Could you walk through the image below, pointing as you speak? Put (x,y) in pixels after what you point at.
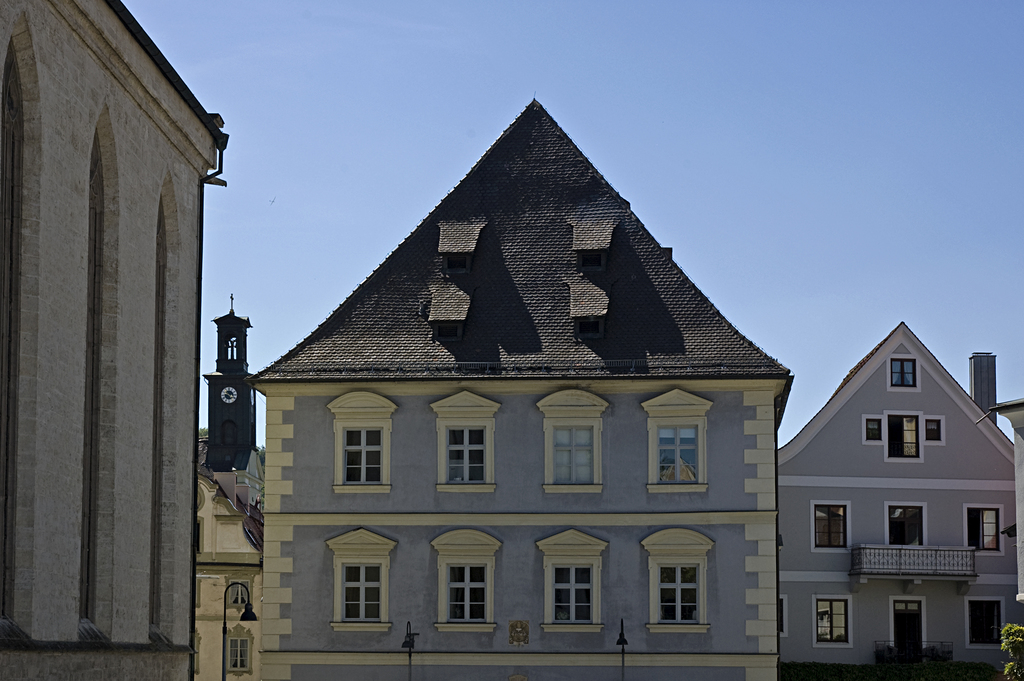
As we can see in the image there are buildings (570,561), street lamp (224,642) and clock (225,398). At the top (648,93) there is sky (606,62).
